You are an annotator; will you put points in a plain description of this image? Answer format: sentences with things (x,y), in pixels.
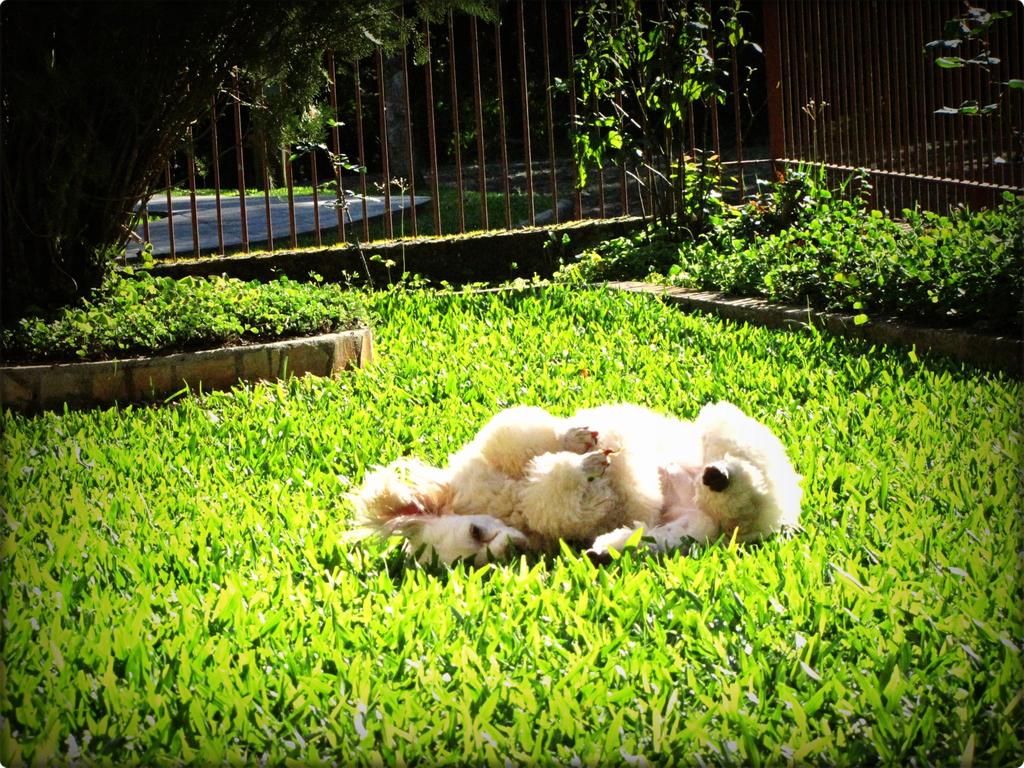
In this picture there is a dog (523,539) who is lying on the grass (394,568). In the background (462,289) i can see the plants (684,151), fencing (928,175), road (203,226) and trees (20,272).
